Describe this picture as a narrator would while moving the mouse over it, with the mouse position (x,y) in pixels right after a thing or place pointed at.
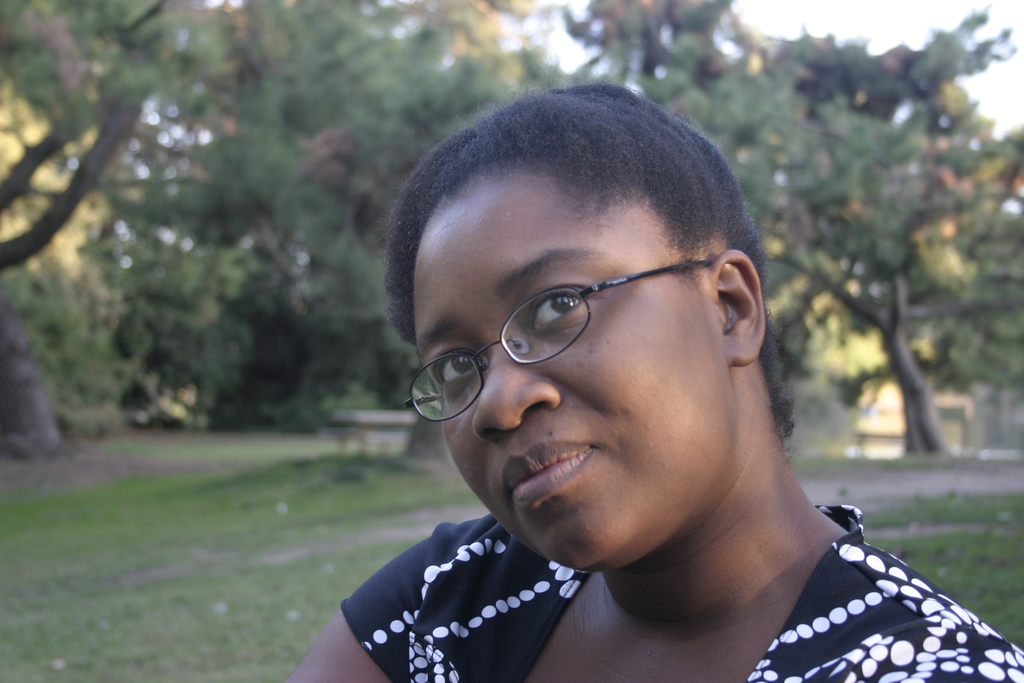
In this image we can see a lady (562,359) wearing specs (528,334). In the back (230,190) there are trees (334,183). On the ground (283,572) there is grass (278,586). And it is blurry in the background (209,169).
